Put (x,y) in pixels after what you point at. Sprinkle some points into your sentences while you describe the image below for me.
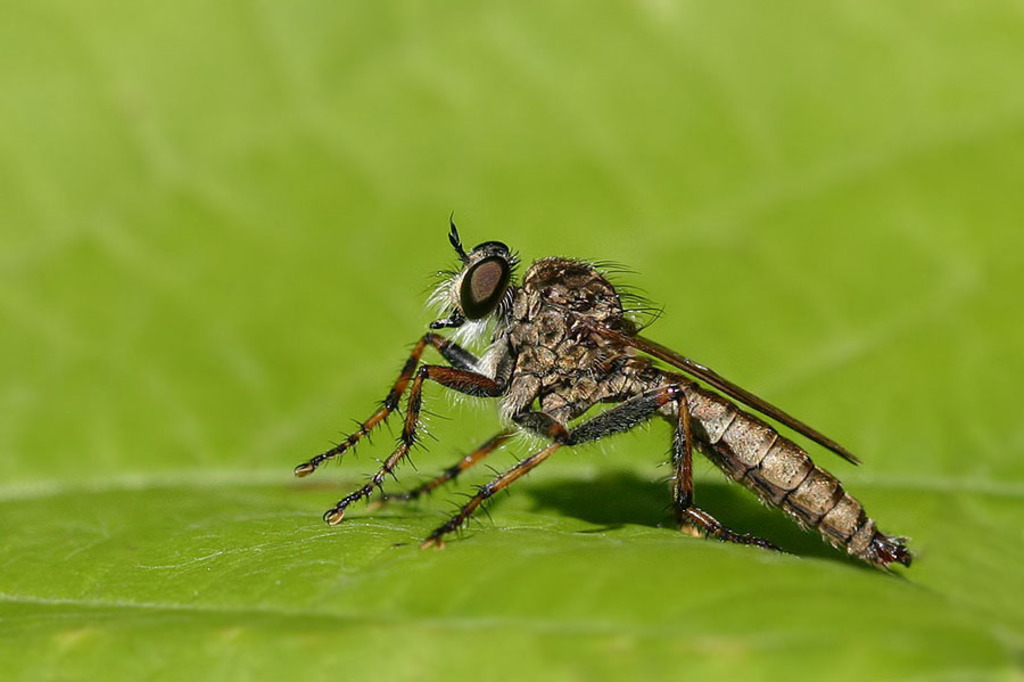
In this image there is an insect (528,380) which is on the leaf (564,555) in the center (525,391).
